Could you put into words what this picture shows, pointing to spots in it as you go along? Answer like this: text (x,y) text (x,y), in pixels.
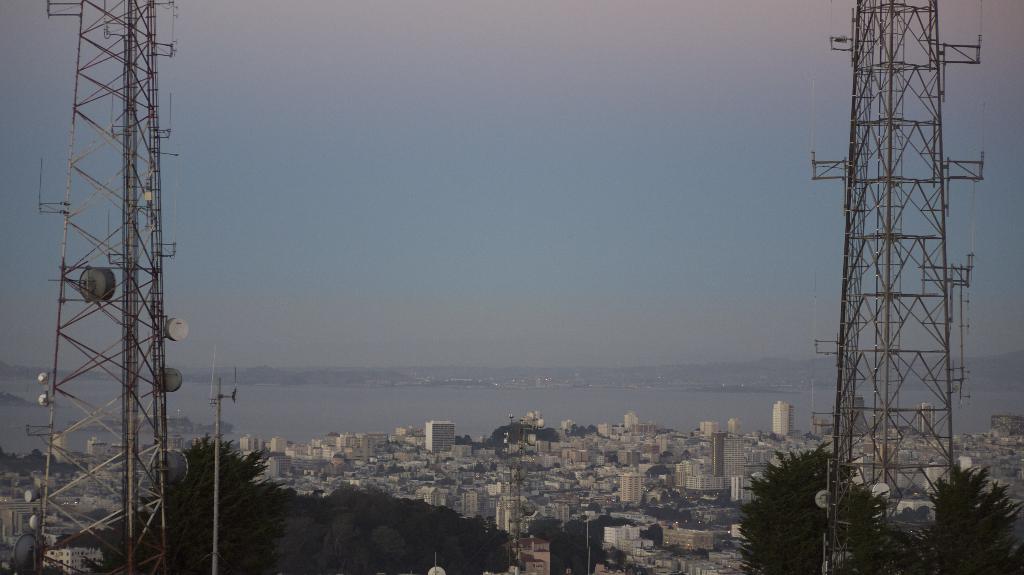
This image consists of two towers (135,216). At the bottom (426,531), we can see many buildings (703,564) and trees (410,546). In the background (535,406), there is water (208,388). At the top (335,167), there is sky (375,243).
